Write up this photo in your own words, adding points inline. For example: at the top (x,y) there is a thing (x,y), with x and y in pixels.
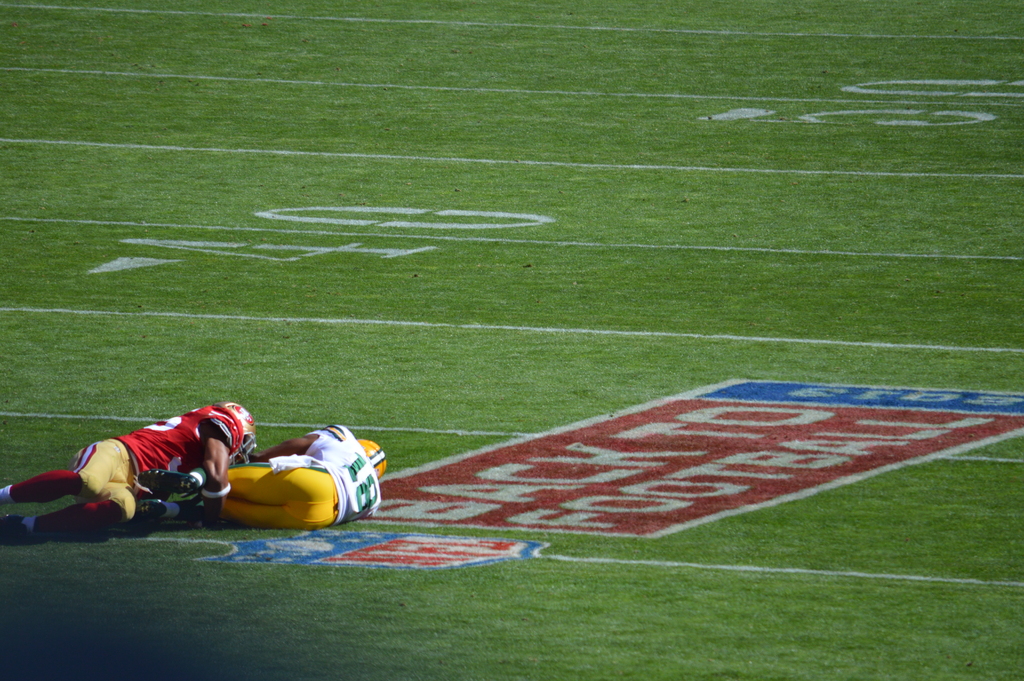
In this image at the bottom left (267,478) the persons (308,459) are laying on the ground (569,307) and there is grass (583,301) on the ground (588,287). On the ground (635,454) there is some text (655,454) which is written in the center (665,452).
